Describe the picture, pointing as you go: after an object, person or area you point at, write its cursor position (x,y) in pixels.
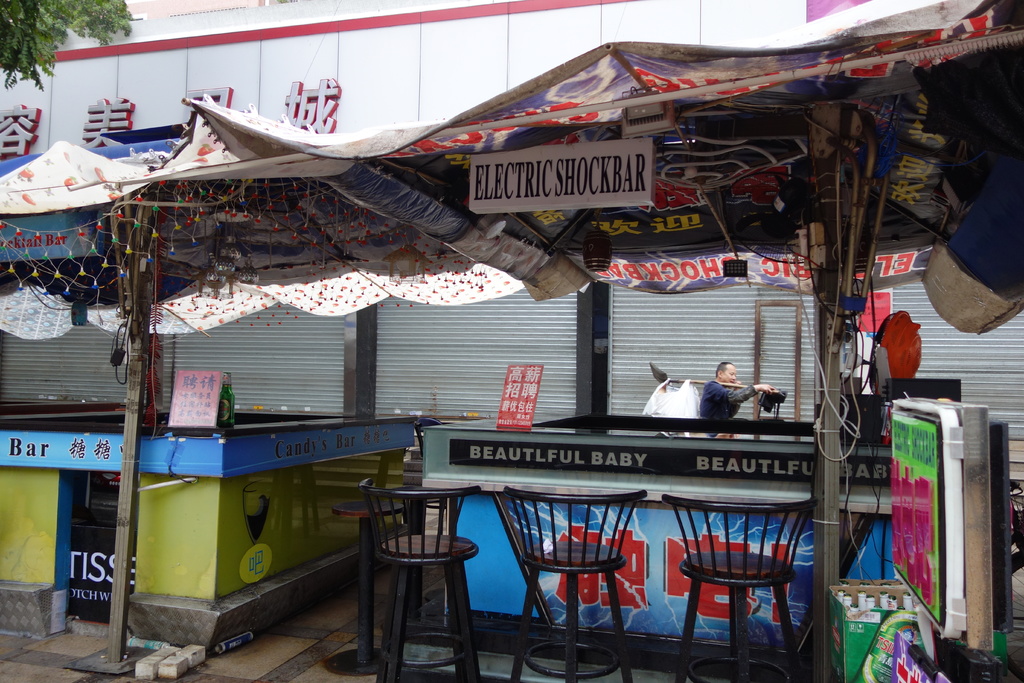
In this picture there are some stalls (483,523) which are empty. In the center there are three chairs (596,565). On the bench (608,439) there is a menu card (530,411) and some text (524,390) printed on it. Towards the right bottom (873,611) there are some bottles (872,596) in the box (884,632). In the background (313,357) there is a building (580,311) and a man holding a stick (687,383).
